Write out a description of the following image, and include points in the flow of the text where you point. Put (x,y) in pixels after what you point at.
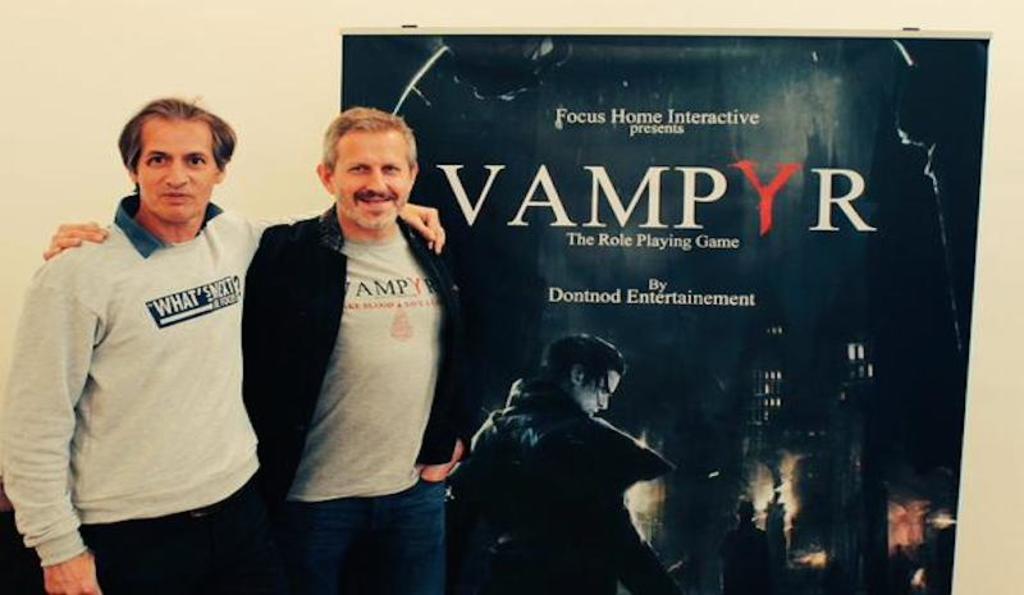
In this picture I can see two persons (421,254) standing, there is a board (576,582), and in the background (253,81) there is a wall (240,101).
